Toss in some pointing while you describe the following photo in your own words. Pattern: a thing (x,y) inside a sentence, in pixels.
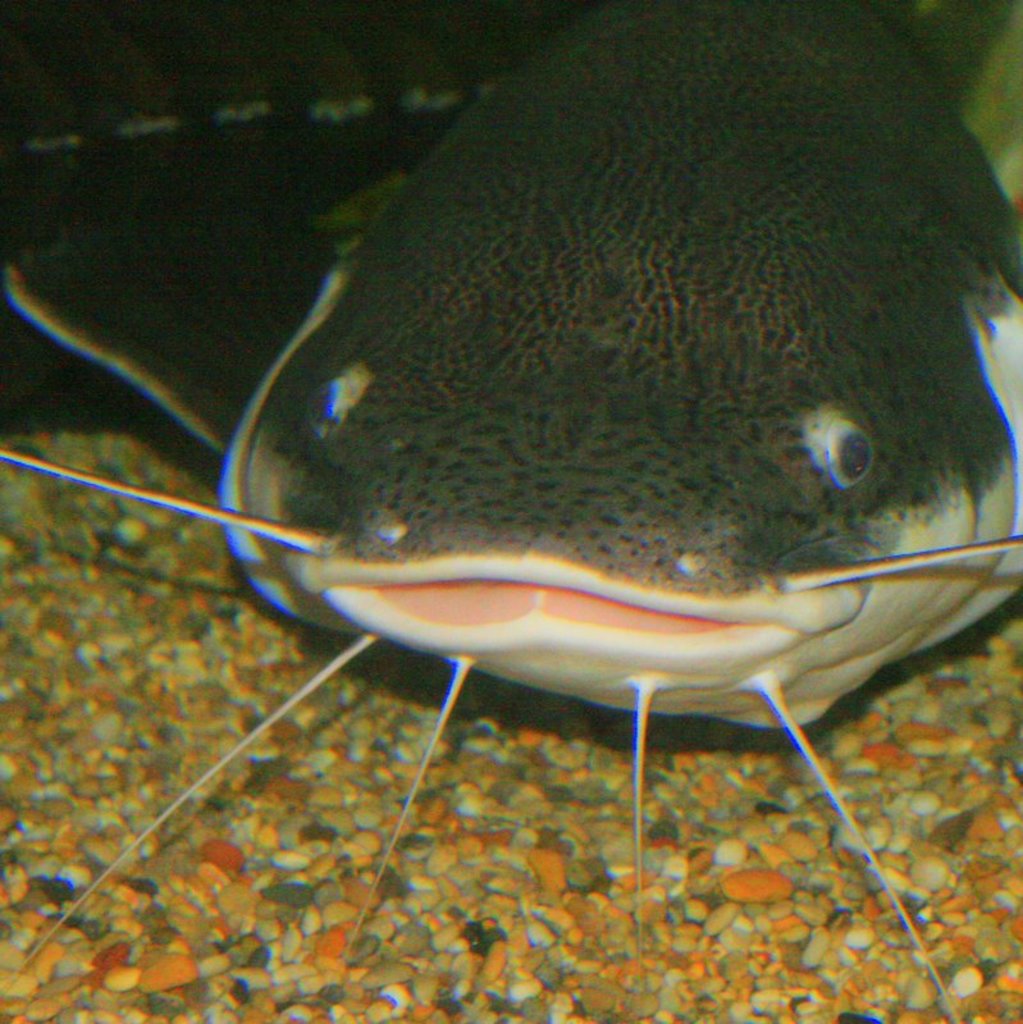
In this picture we can see a fish (640,805) and some stones (589,918) and in the background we can see it is dark.
